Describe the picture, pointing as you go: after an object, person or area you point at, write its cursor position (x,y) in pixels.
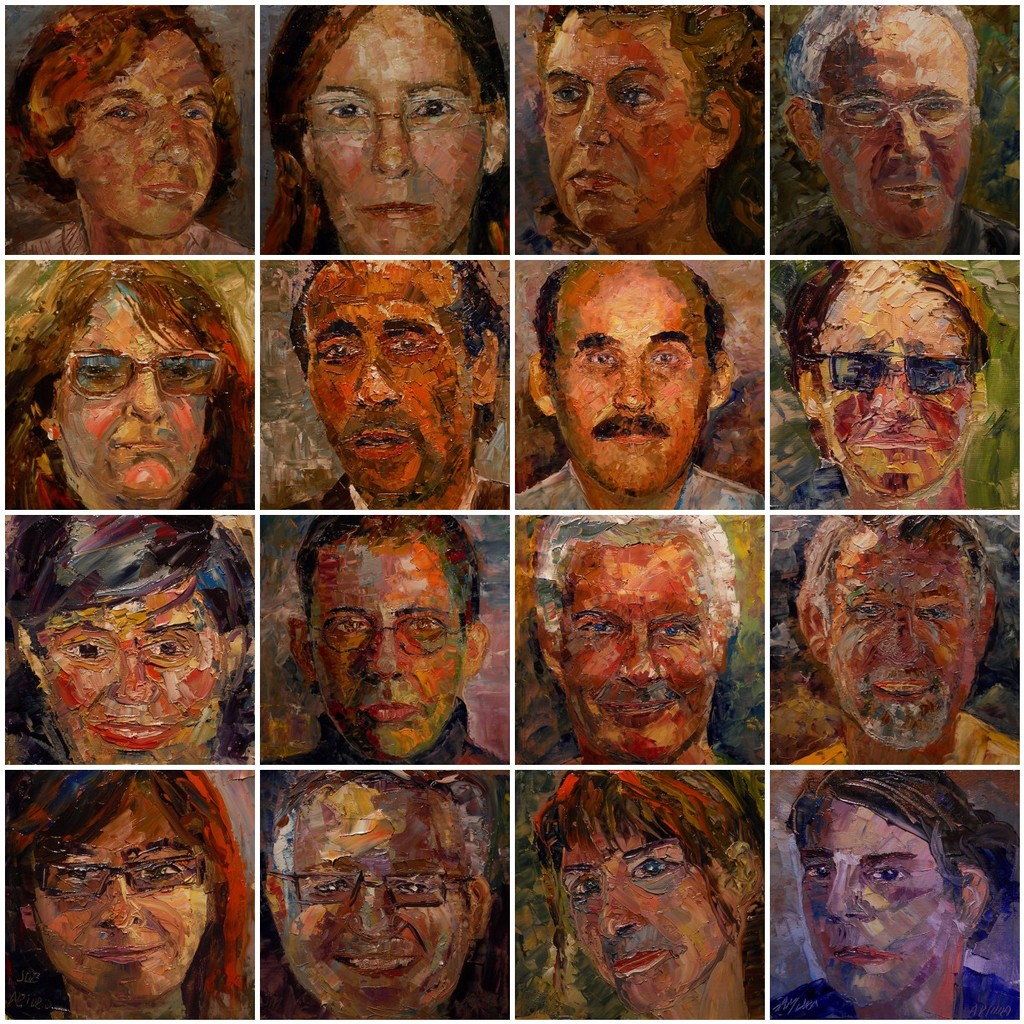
In this image I can see depiction of people faces (572,418).
